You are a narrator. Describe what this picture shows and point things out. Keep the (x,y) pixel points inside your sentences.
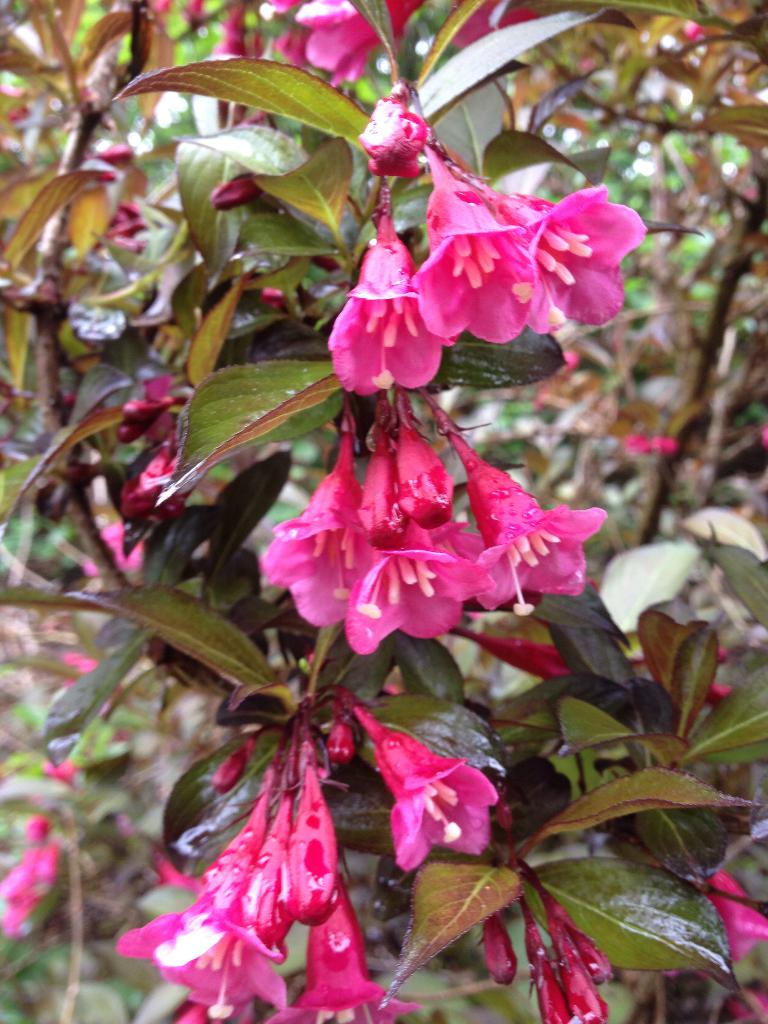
In this image we can see stems (283,747) with leaves (267,349), flowers (306,763) and buds (344,752). In the background (152,164) it is blur.
